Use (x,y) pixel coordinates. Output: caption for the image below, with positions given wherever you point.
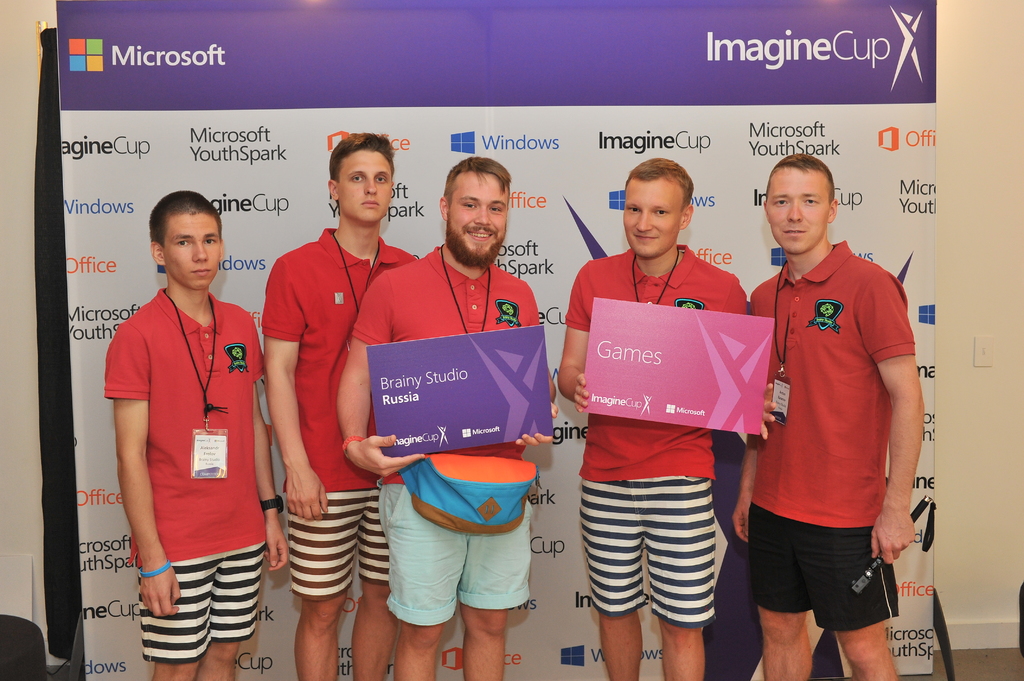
In this image we can see few persons (392,301) standing. Two are holding boards (526,388). And they are wearing tags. And person (842,499) on the right side (846,518) is holding something in the hand (880,543). In the back (539,114) there is a banner (316,79) with something written. In the background (972,172) there is a wall (982,369). And one person (516,449) is wearing a bag (460,491). And another person (220,501) is wearing a watch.
